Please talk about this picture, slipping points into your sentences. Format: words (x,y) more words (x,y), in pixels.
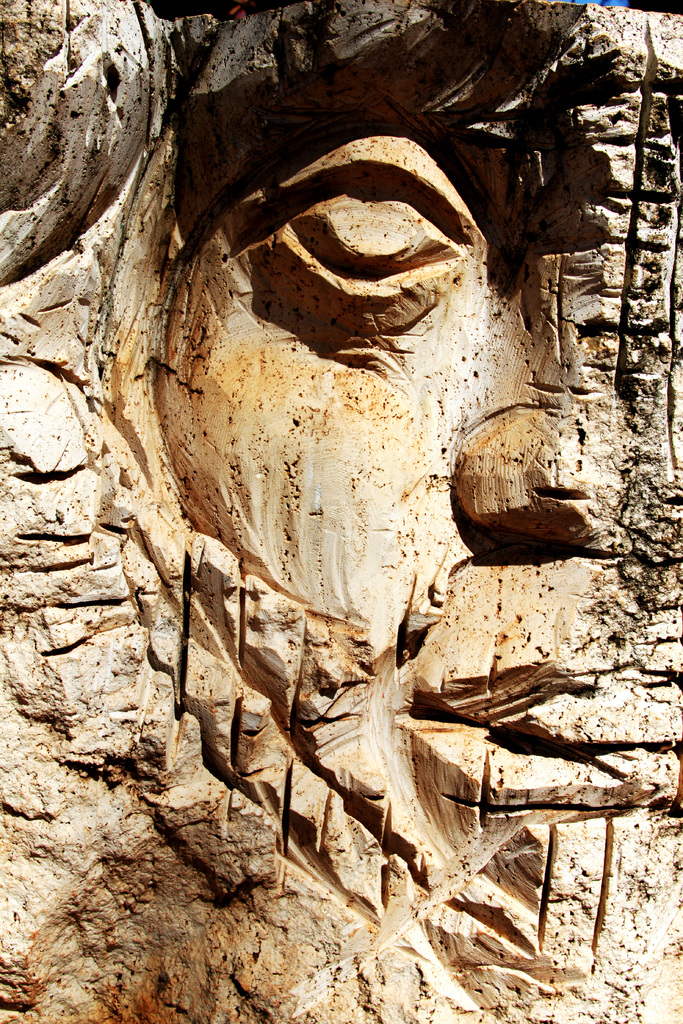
In this image there is a carving (368,683) on the stone (258,598).
